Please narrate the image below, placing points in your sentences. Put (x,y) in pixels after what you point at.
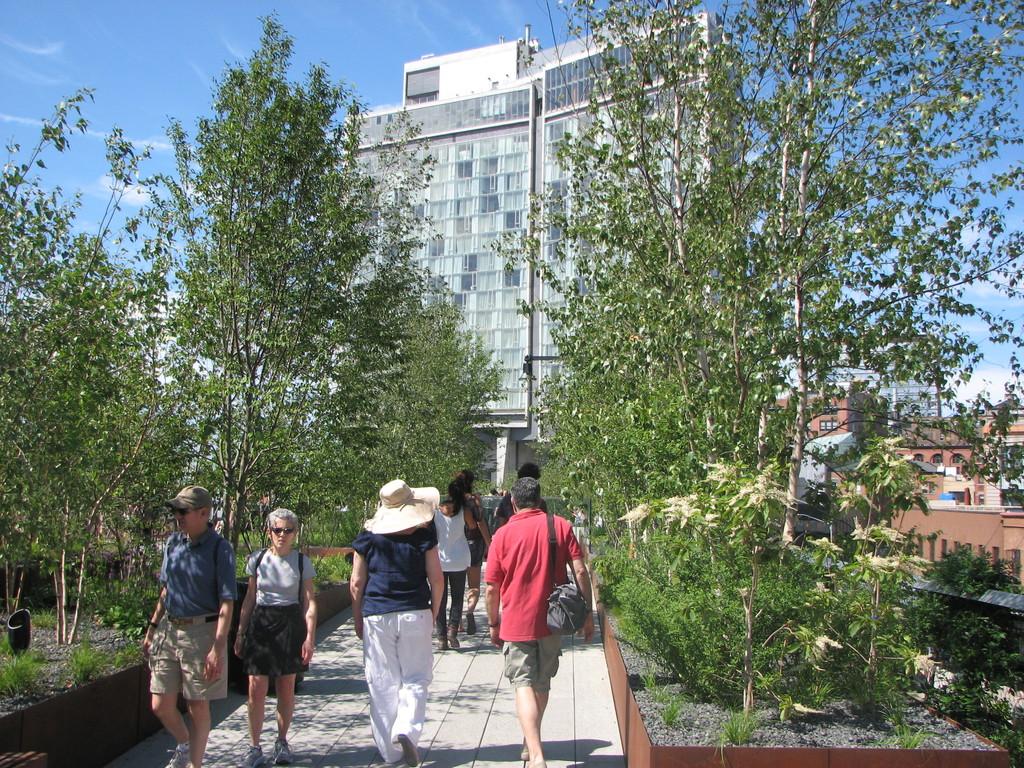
Few people (400,748) are walking and this person (561,624) wore bag (561,624). We can see plants (916,625) and trees (651,223). In the background (460,243) we can see buildings (1015,524) and sky (568,32) with clouds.
